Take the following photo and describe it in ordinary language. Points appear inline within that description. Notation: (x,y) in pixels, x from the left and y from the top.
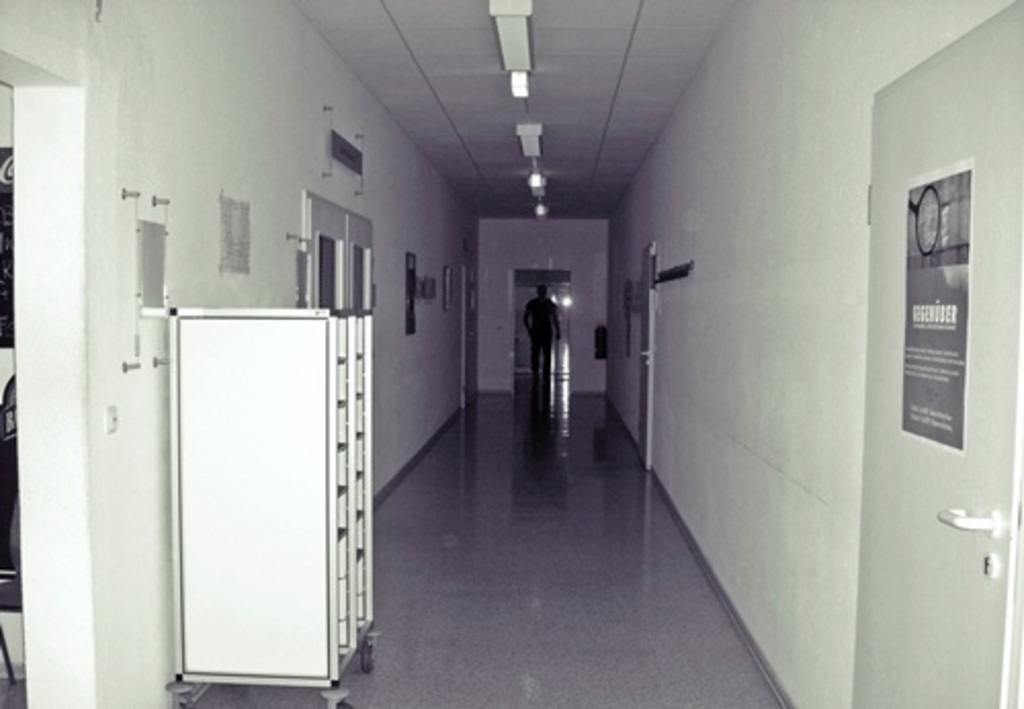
This is inside view of a building (407,490). We can see poster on the door (948,479), objects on the walls (499,321), a person (536,369) is standing on the floor (542,498), lights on the ceiling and on the left side (256,481) there is an object (255,502) with wheels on the floor (485,426).
